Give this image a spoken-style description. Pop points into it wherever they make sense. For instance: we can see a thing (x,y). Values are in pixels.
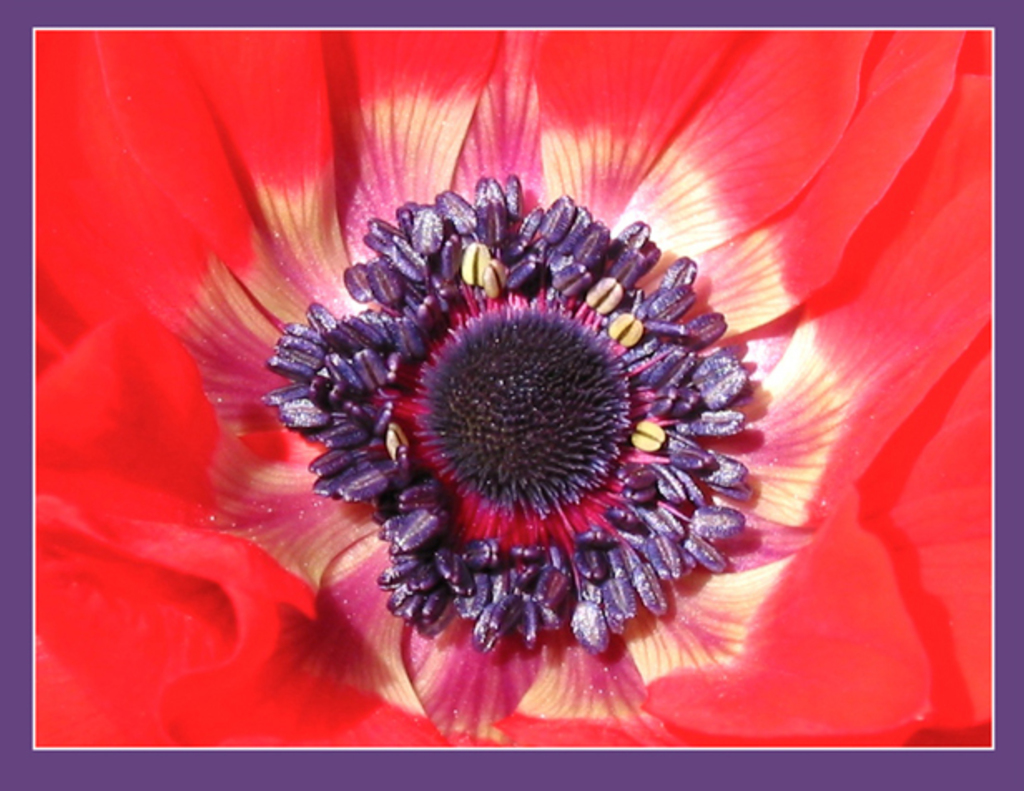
In this image there is a flower (280,340).
